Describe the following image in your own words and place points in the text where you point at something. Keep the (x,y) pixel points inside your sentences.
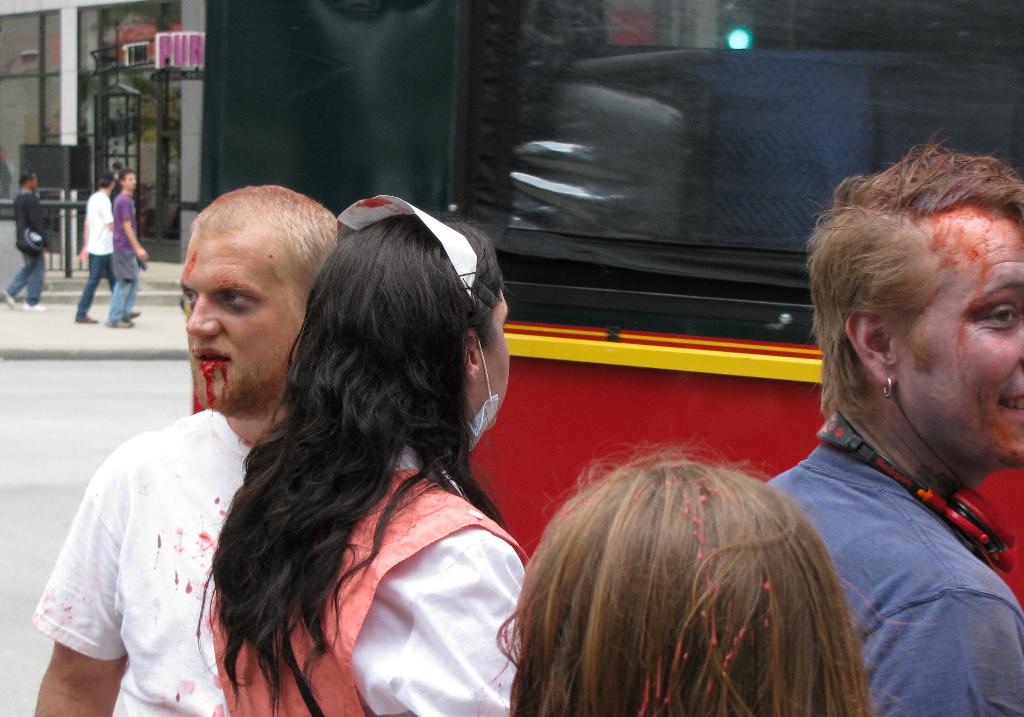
In this picture I can see group of people (589,520), there is a vehicle (285,170) and a building (196,199).
